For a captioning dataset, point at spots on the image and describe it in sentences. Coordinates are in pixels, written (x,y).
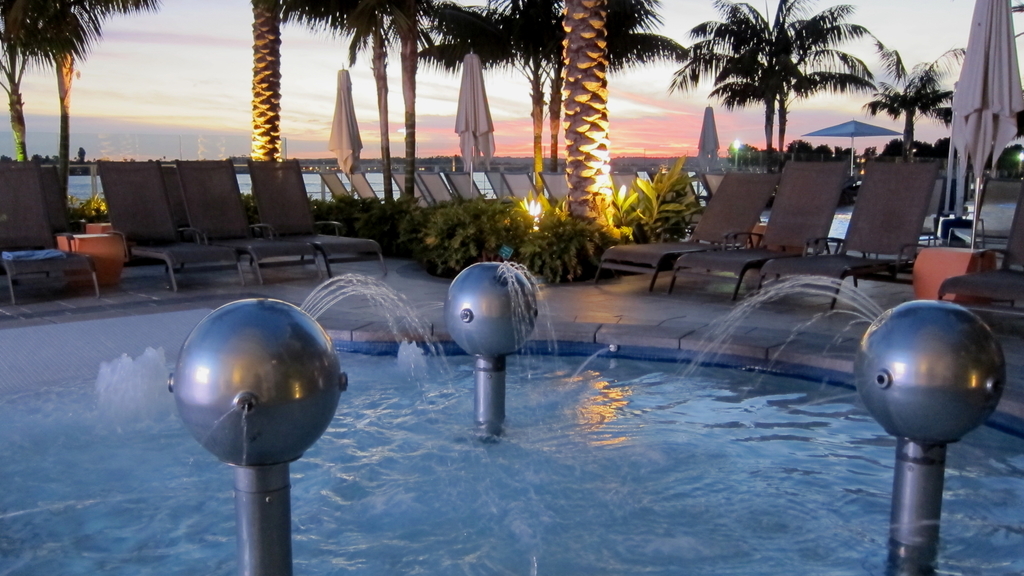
There are chairs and trees (761,60), this is water (480,460) and a sky (665,92).
